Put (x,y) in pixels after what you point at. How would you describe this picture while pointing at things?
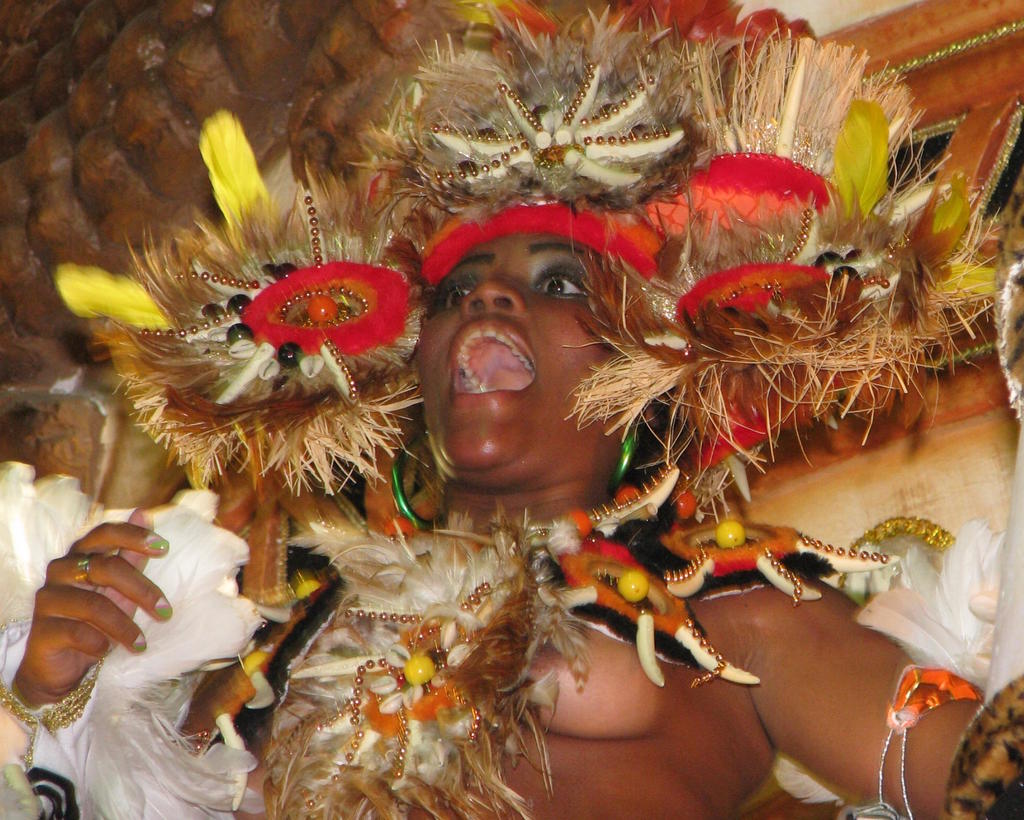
This image consists of a woman (463,462). She is wearing a costume (331,471).
